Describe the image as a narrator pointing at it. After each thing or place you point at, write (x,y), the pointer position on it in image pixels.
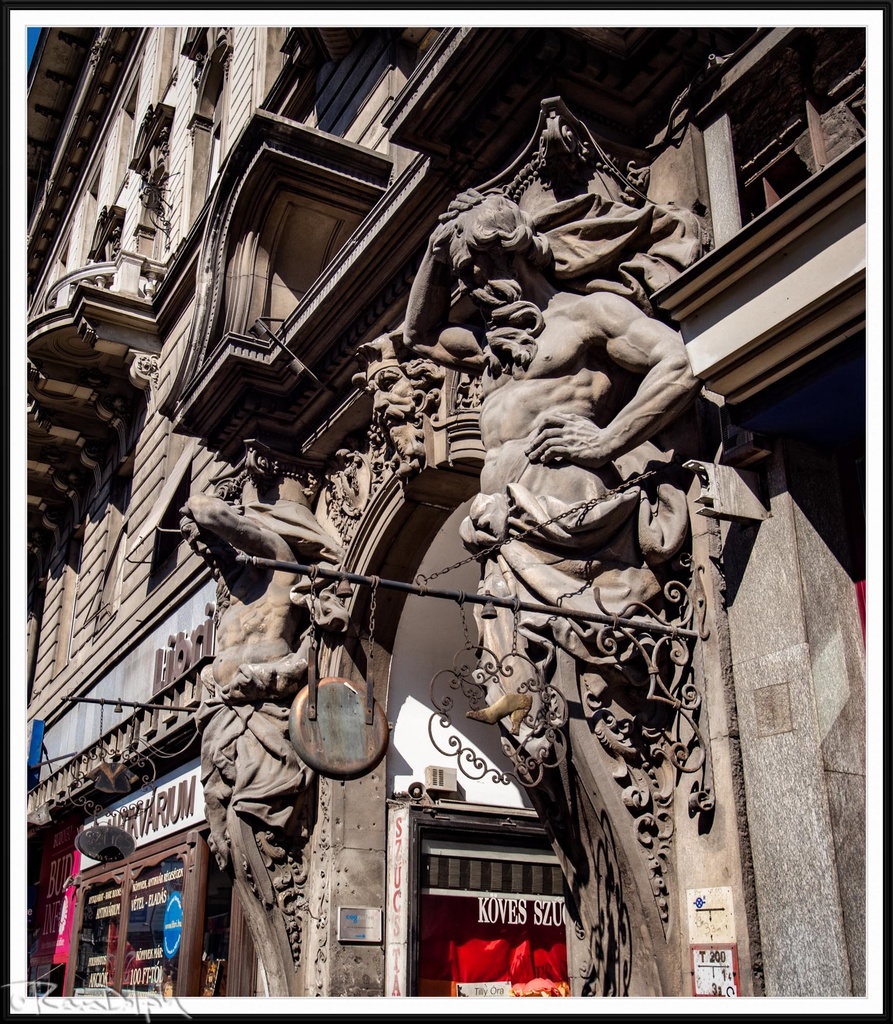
In this image, we can see an arch (331,652) with sculptures (298,684). In the background (745,732), we can see building (123,442), walls (106,560), boards (181,636), glass objects (160,864) and cloth (460,977). In the middle of the image (313,682), there are chains (313,639), rods (695,634) and a few objects (684,632).
